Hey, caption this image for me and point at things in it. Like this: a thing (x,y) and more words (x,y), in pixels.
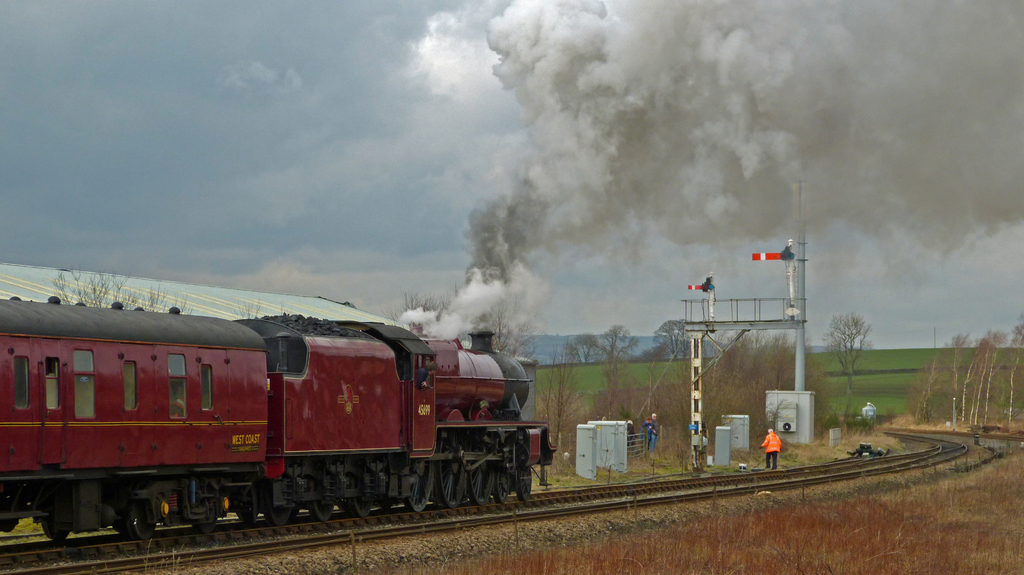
In this image, we can see a train (322,459) is moving on the track (606,486). At the bottom of the image (1019,554), we can see plants (741,543). Here there are so many trees (957,416), boxes (781,437), people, plants (710,416), pillars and few objects (870,413). In the background (585,329), there is the sky (635,330) and hill (573,359). Here we can see smoke (541,254).
